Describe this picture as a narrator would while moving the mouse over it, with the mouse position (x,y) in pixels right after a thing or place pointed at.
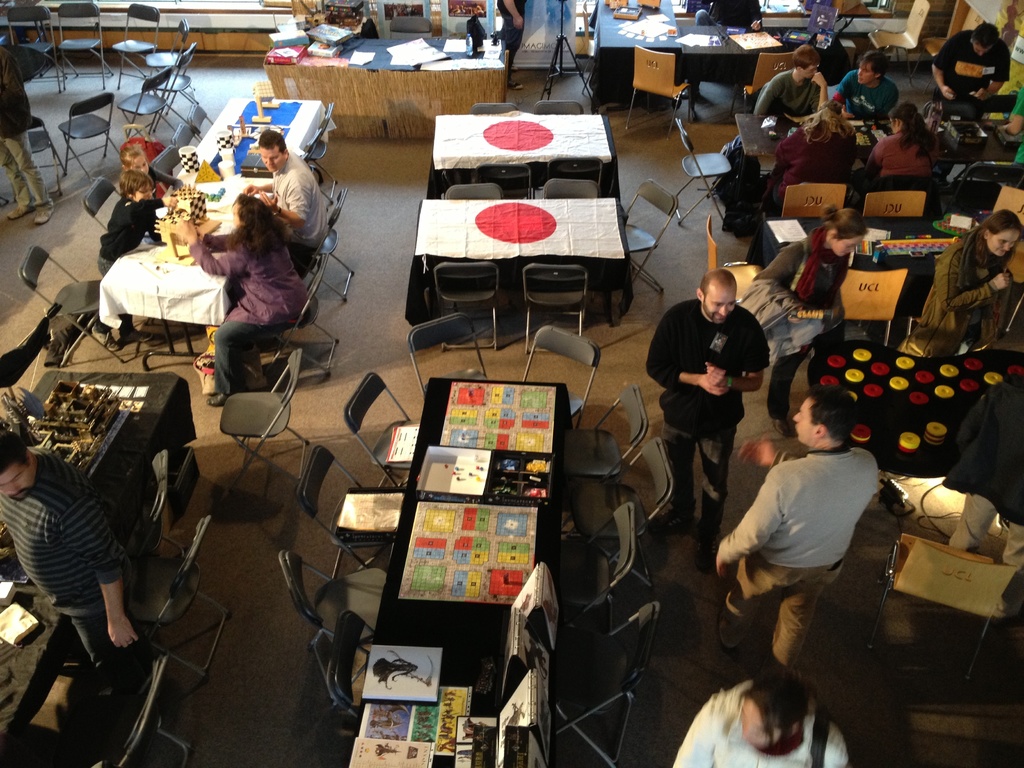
there are so many people (1002,225) sitting on a chairs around the table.
